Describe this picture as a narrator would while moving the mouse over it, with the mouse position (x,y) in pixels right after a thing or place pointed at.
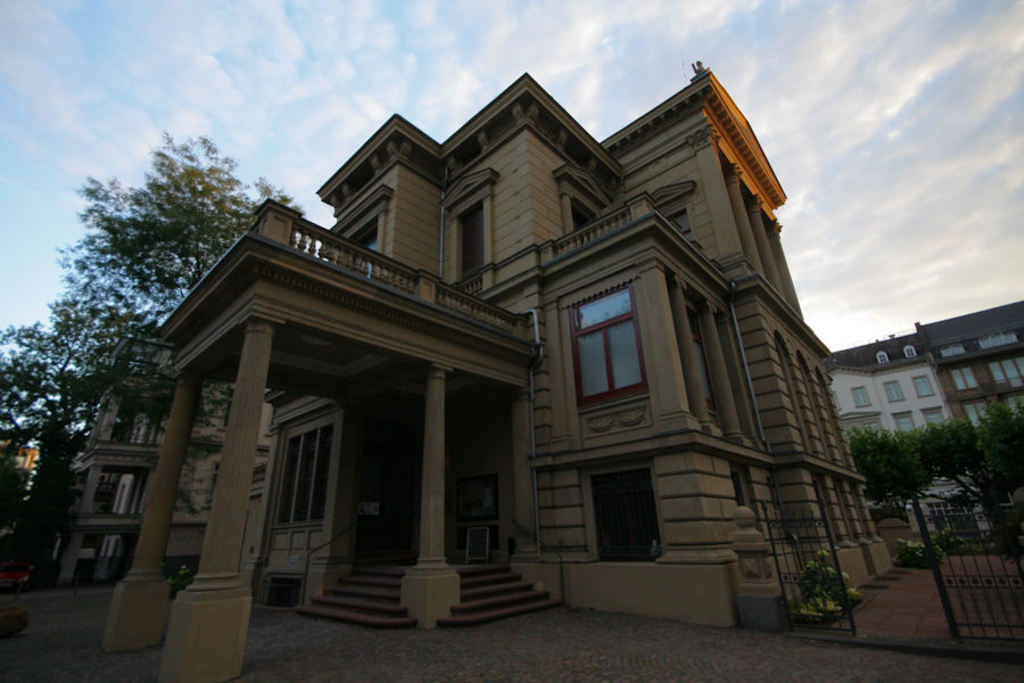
In this image I can see few buildings (586,488) in brown and cream color and I can also see the gate (839,559). Background (89,118) I can few trees (90,370) in green color and the sky (270,92) is in blue and white color.
